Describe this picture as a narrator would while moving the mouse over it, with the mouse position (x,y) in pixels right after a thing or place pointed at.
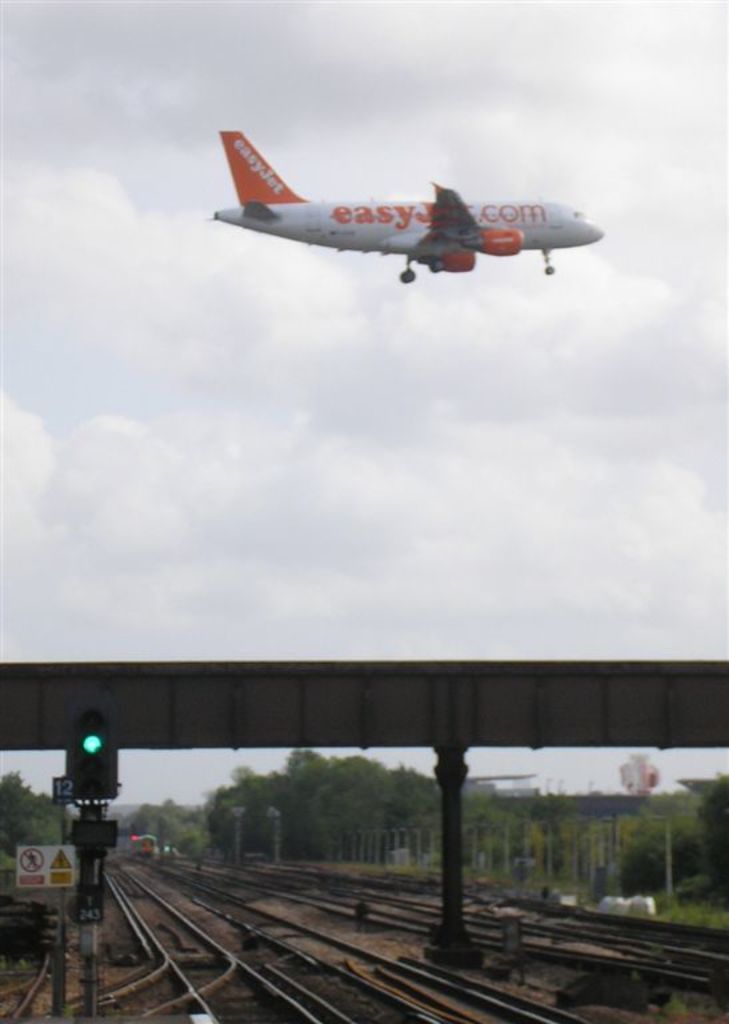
At the bottom of the image (287,1009) we can see the railway tracks (271,956), signal pole (100,868), sign board (46,864), flyover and trees (539,834). There is an aeroplane (434,241) in the sky (291,331).
